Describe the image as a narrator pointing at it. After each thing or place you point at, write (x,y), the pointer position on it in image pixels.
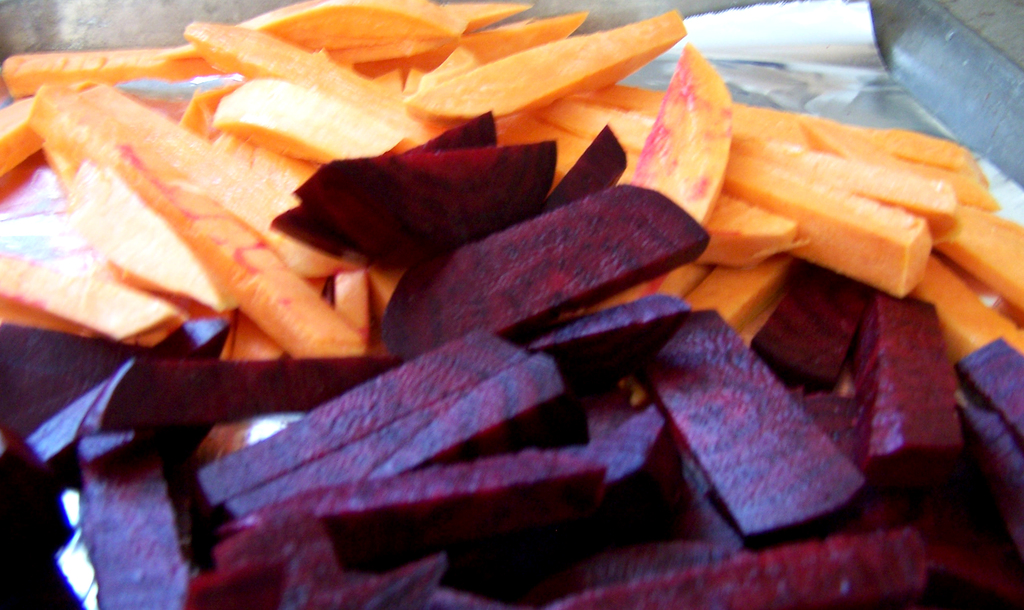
This picture contains chopped beetroot (484,332) and carrot (298,113).
